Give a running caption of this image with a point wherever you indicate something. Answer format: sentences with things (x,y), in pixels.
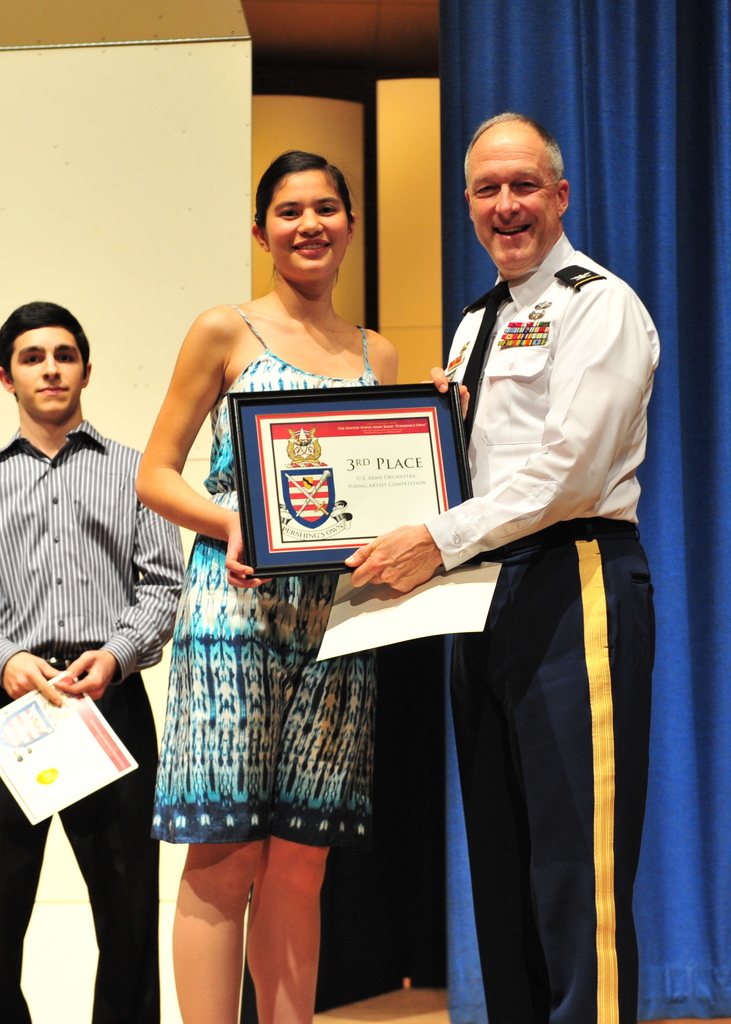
In front of the picture, we see a man (482,325) and a woman (176,384) are standing. The man (490,416) is holding a certificate (390,515) in his hand (403,587) and he is distributing the prize frame (330,444) to the woman (231,470). They are smiling and they are posing for the photo. On the left side (10,589), we see a man (29,670) is standing and he is holding a certificate (101,753) in their hands (70,675). Behind them, we see a sheet (634,68) in blue color. In the background (350,136), we see a wall (293,133).
